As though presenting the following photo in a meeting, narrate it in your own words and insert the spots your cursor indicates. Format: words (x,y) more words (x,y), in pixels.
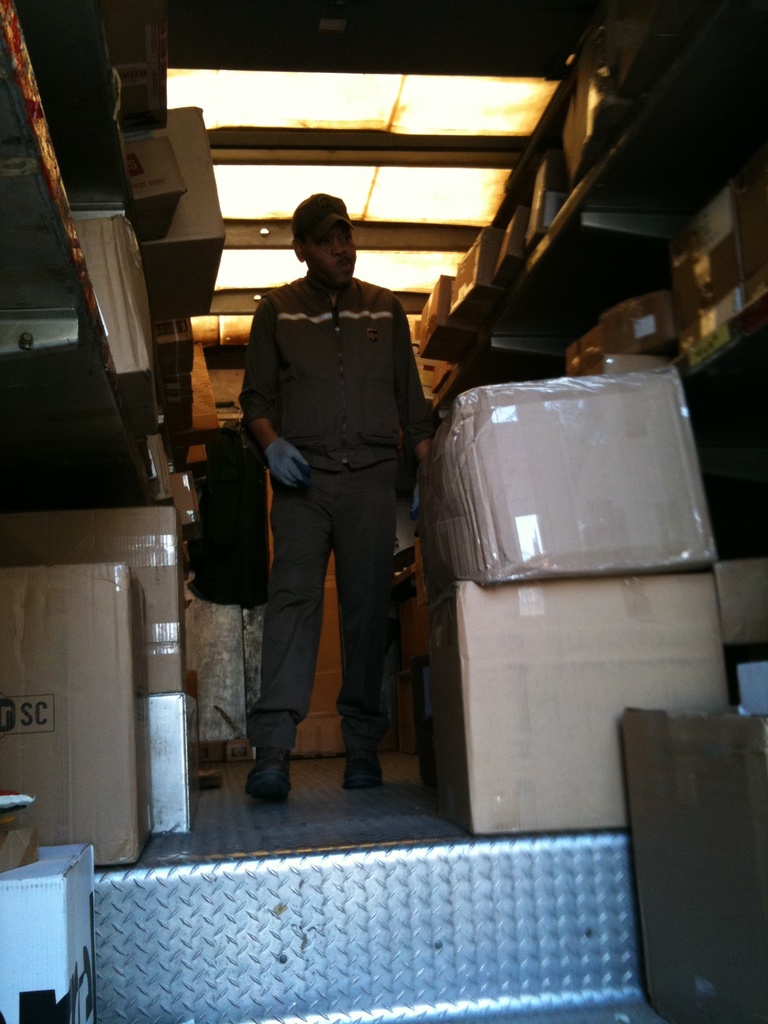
In this picture I can see a man (324,207) standing in front and I can see number of boxes (42,733) around him. On the top of this picture (470,85) I can see the lights (330,167) and I see that he is standing on the silver color surface (298,912).
